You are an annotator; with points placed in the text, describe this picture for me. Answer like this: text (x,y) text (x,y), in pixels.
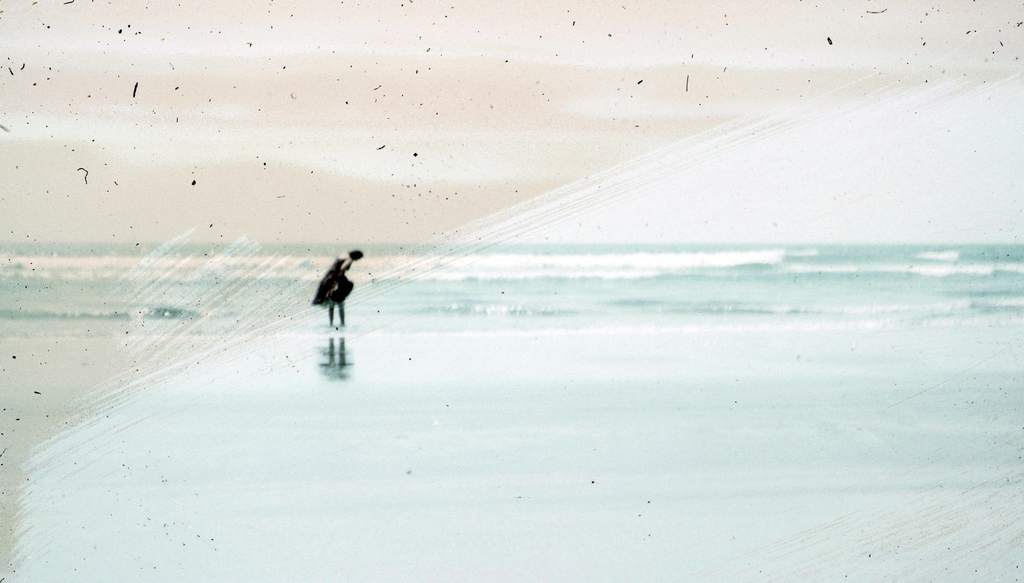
In this image we can see there is a girl (347,285) standing in front of the sea (469,267). In the background (340,107) there is a sky (287,96).
